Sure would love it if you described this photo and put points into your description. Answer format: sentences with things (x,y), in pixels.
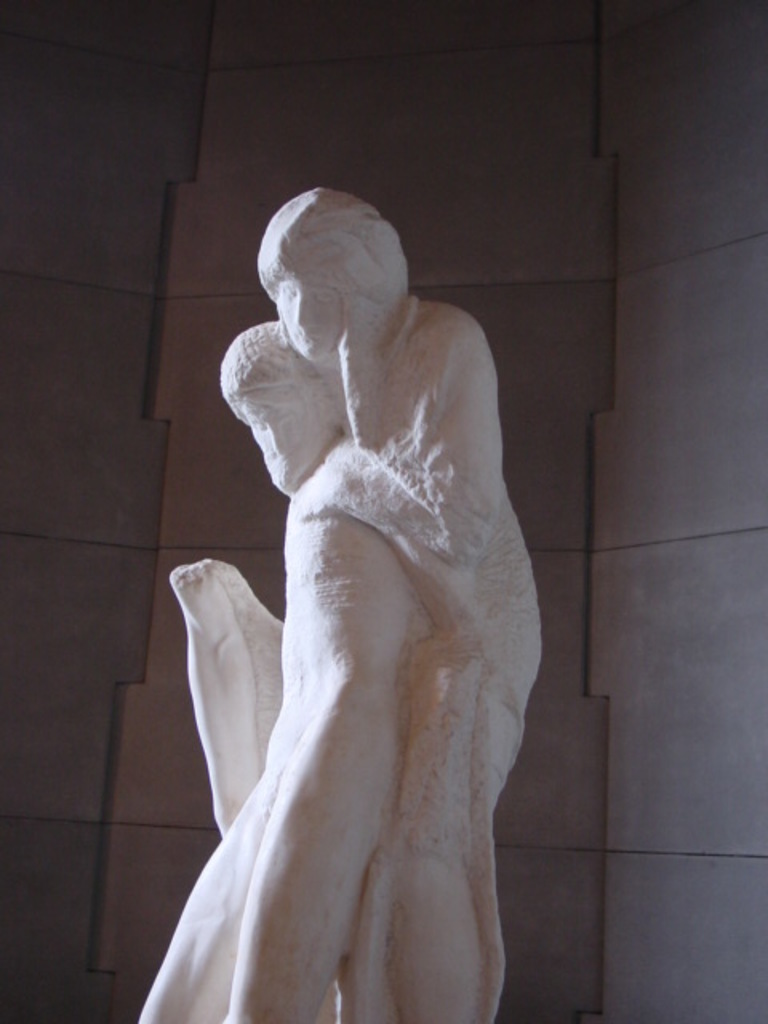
In this image, I can see the sculpture (364,855), which is white in color. In the background (491,322), I think this is a wall (100,635).
